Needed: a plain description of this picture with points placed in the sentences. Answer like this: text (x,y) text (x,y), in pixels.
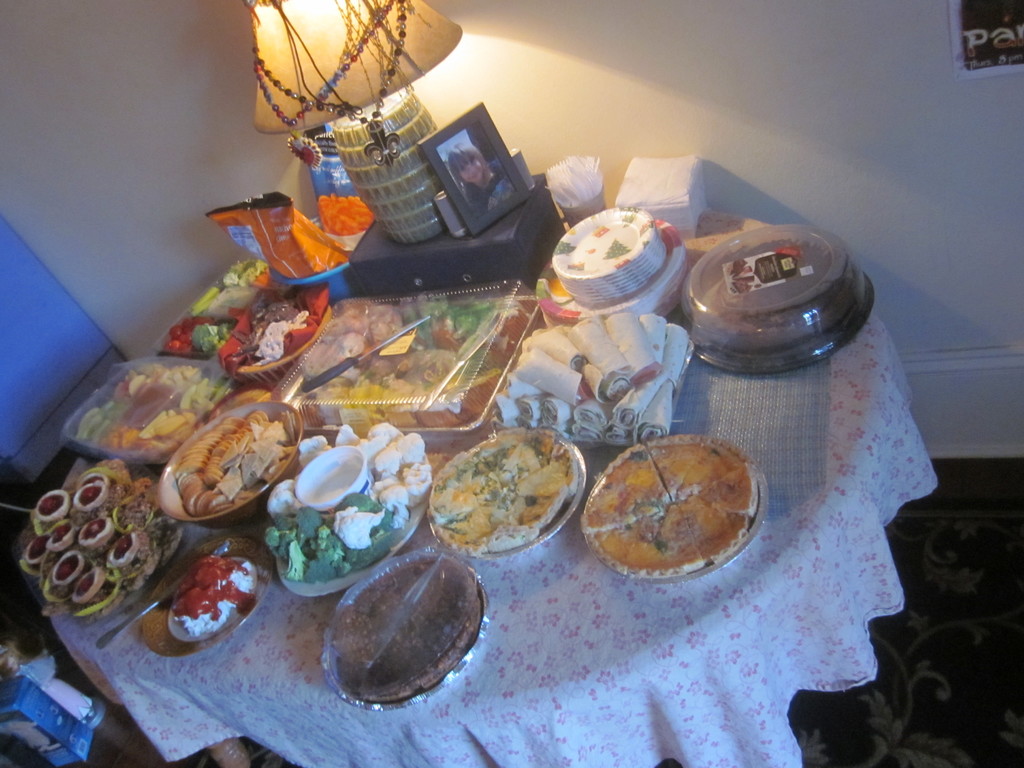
In this image I can see a table (382,758) on which we can see so many food items (540,451) displayed, beside them there is a lamp (282,53) and photo frame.
